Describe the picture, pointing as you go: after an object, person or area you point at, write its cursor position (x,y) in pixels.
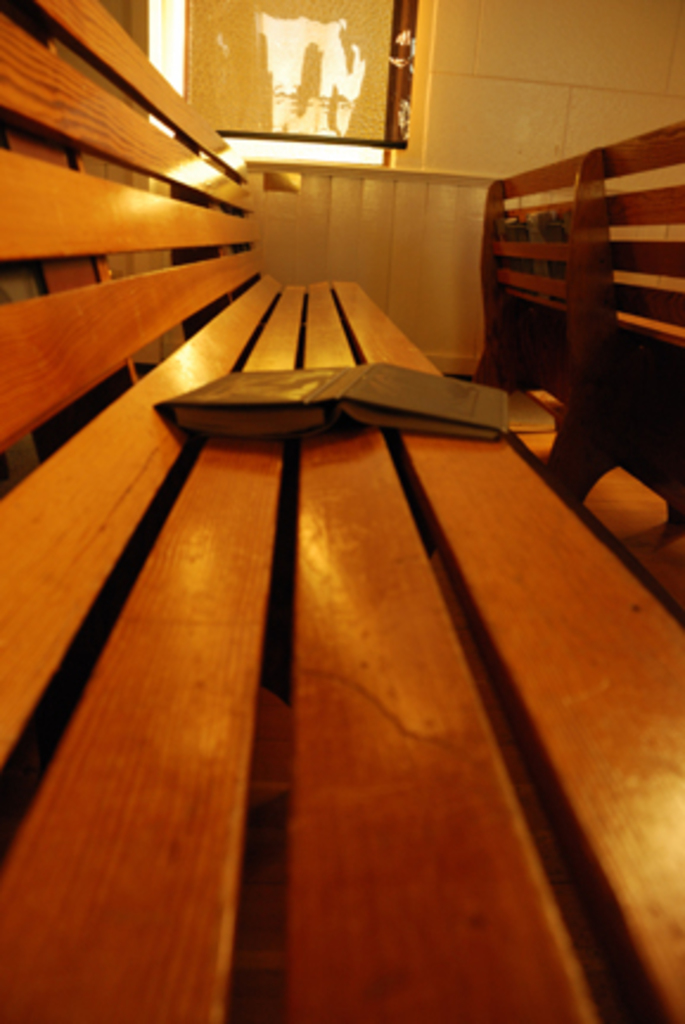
This is a book (246,409), which is placed on a wooden bench (97,143). I think this is a window (352,79). Here is the wall (534,104). On the right side of the image (597,177), I can see another bench (583,280).
